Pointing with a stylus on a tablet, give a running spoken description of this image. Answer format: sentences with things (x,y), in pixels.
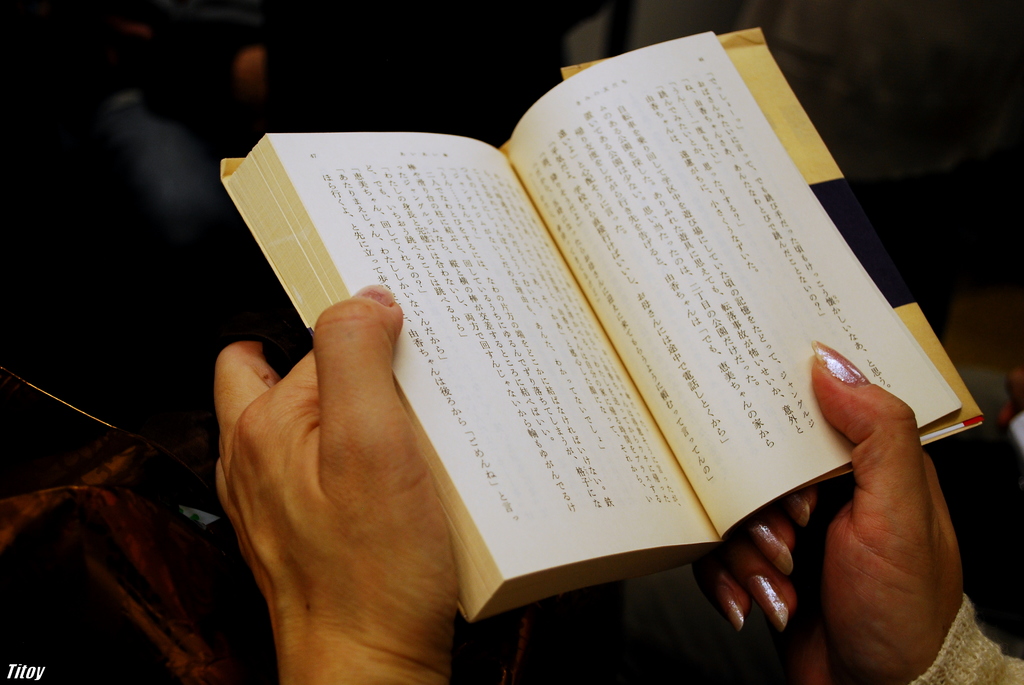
In this image I see a person's hands (850,368) who is holding a book (558,248) in hands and I see words (537,250) written on the papers (605,263) and it is dark in the background (828,134) and I see a watermark (27,674) over here.
